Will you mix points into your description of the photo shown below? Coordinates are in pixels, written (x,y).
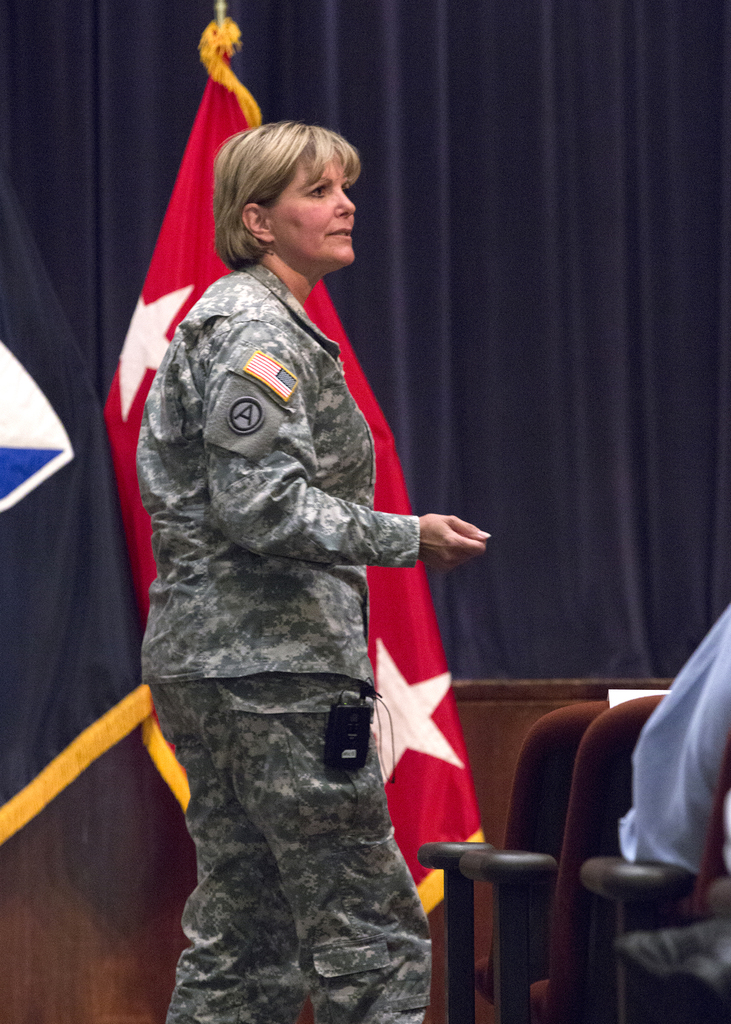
In this image we can see a woman (302,196) wearing uniform (297,936) is standing here. Here we can see chairs (725,753) and a person (651,822) sitting on it. In the background (380,99), we can see flags (189,266), wooden wall (37,861) and the dark blue color curtains (502,298).
